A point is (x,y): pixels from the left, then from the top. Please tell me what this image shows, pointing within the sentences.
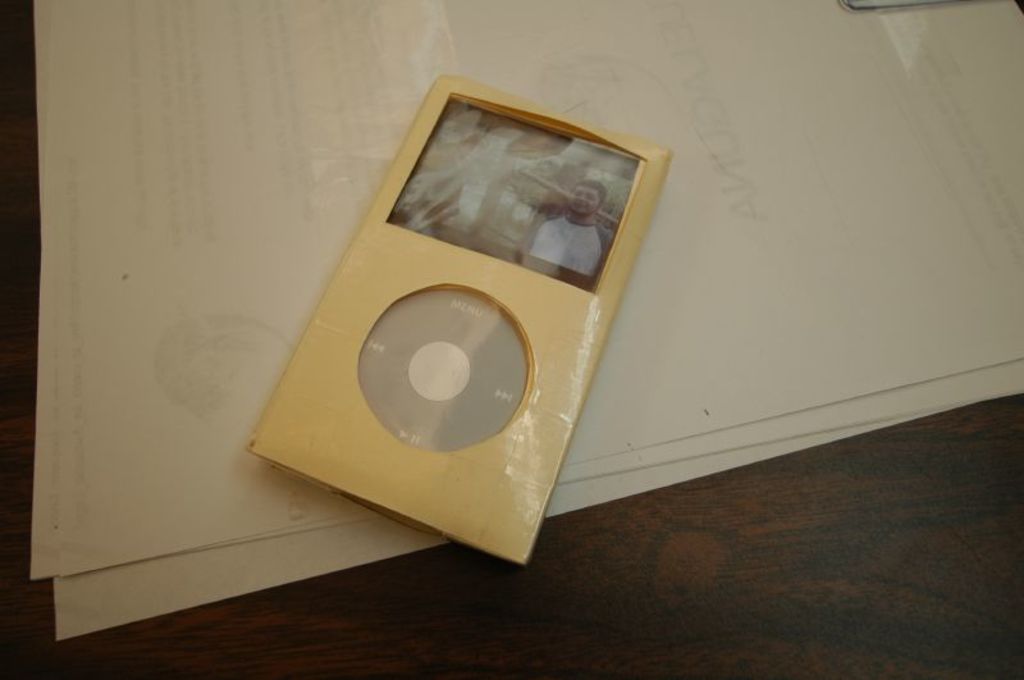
In the image there is an ipod (444,417) along with some papers (149,579) on a table (180,654).
